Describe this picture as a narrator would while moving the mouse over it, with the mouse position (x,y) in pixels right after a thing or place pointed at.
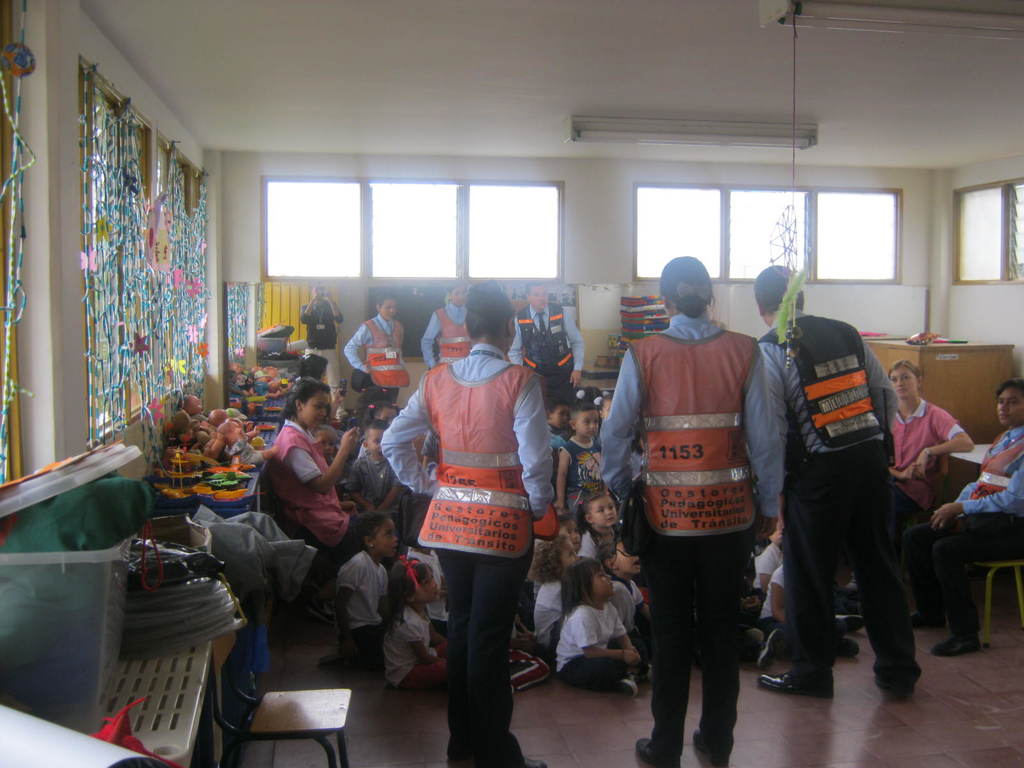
In this image I can see there are group of persons (800,385) standing, some persons (928,470) sitting on chair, few children's (574,471) standing and few children's (568,653) sitting on floor (553,711), on the left side (141,269) there is a curtain (83,267), window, wall (55,295), table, wire (130,618) visible, at the top (307,208) window (711,208) and light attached to the wall (255,195).
